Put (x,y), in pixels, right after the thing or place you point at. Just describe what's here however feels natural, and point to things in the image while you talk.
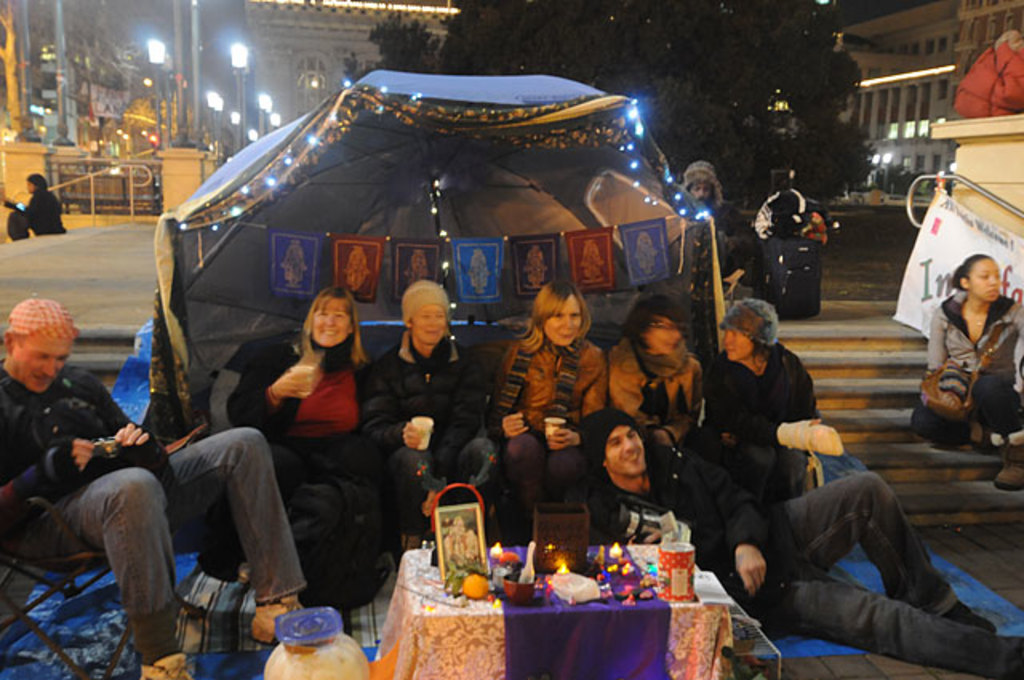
In this picture we can see groups of people (379,392). In front of the people (537,442), there is an object (404,629) which is covered with a cloth (467,647) and on top of the cloth (475,633), there are some objects (474,571). Behind the people (429,367), there is a tent (219,218) with decorative lights (237,214) and some objects (352,247). Behind the tent (319,158), there are street lights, poles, trees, buildings (917,92) and some other objects (32,161).
